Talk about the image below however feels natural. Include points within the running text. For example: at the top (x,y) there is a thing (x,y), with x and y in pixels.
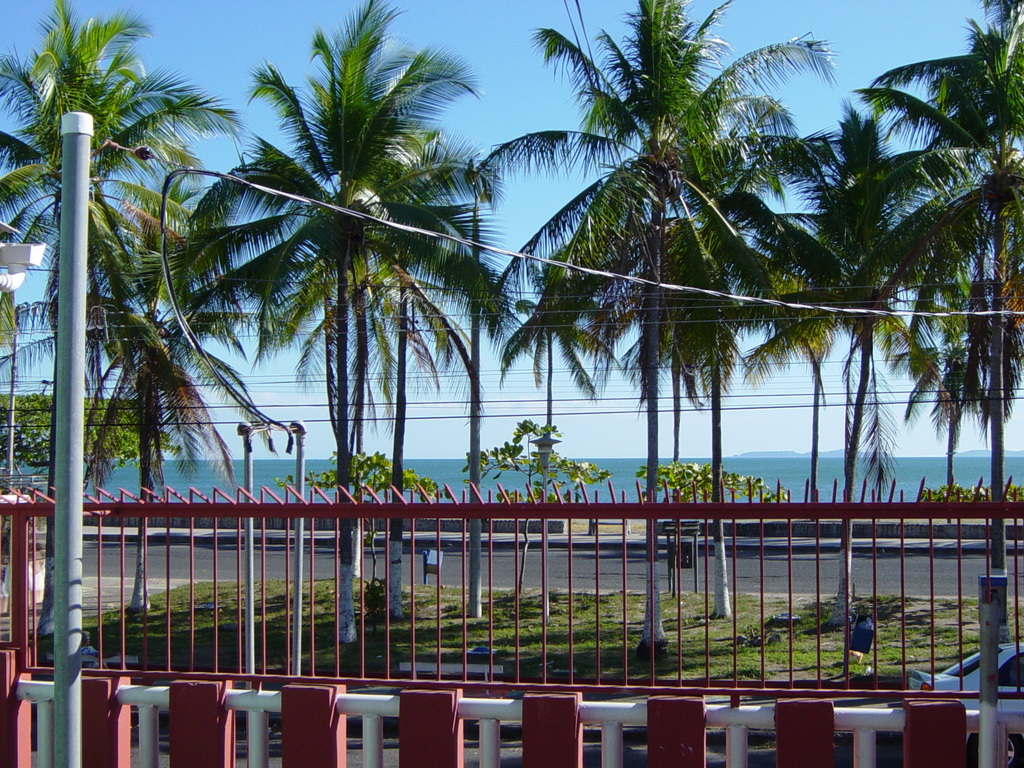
In this image, there is an outside view. There is a fencing (263,545) at the bottom of the image (647,600). There is a pole (74,354) on the left side of the image (63,346). There are some trees (608,253) in the middle of the image (583,319). In the background (541,190), there is a sky (523,112).
